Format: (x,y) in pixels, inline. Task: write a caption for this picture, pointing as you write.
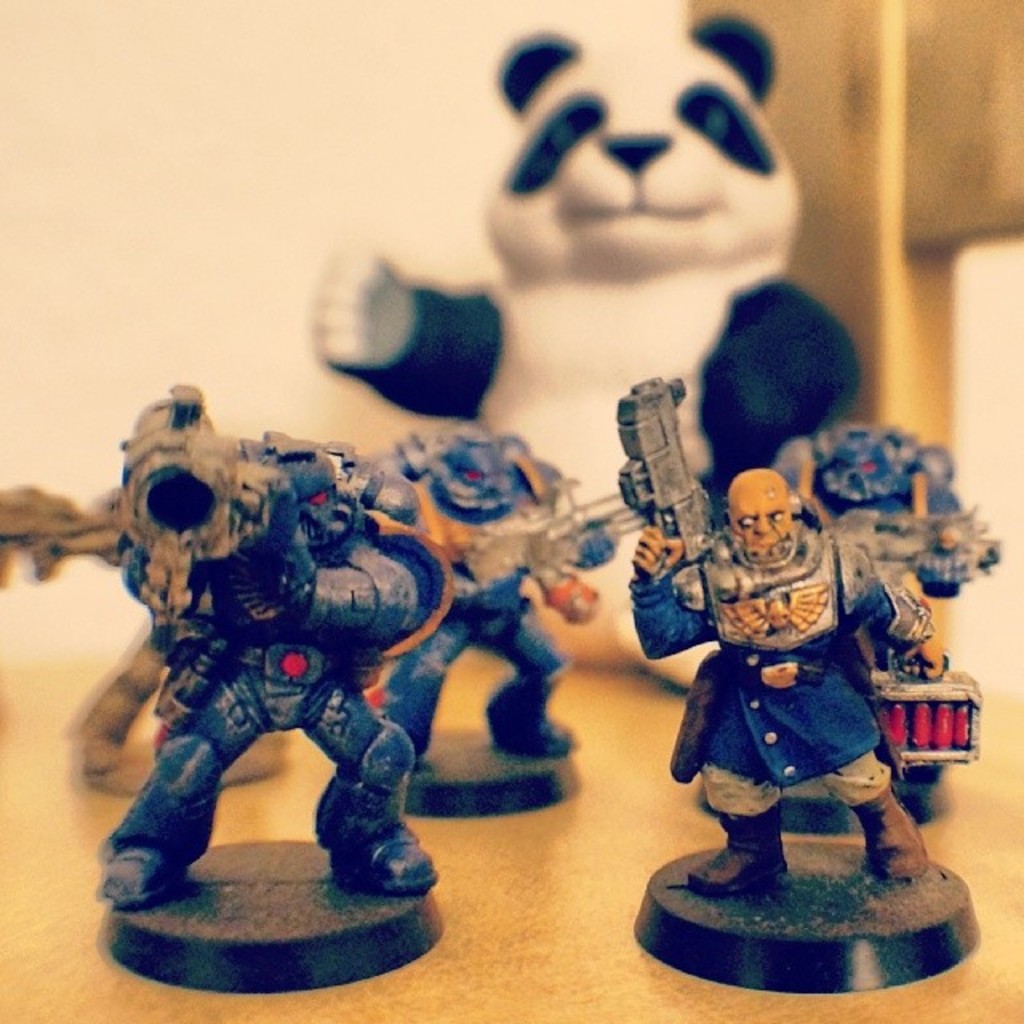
In this picture we can see a group of toys (318,874) on a table (674,853) and in the background (342,135) we can see the wall (196,140).
